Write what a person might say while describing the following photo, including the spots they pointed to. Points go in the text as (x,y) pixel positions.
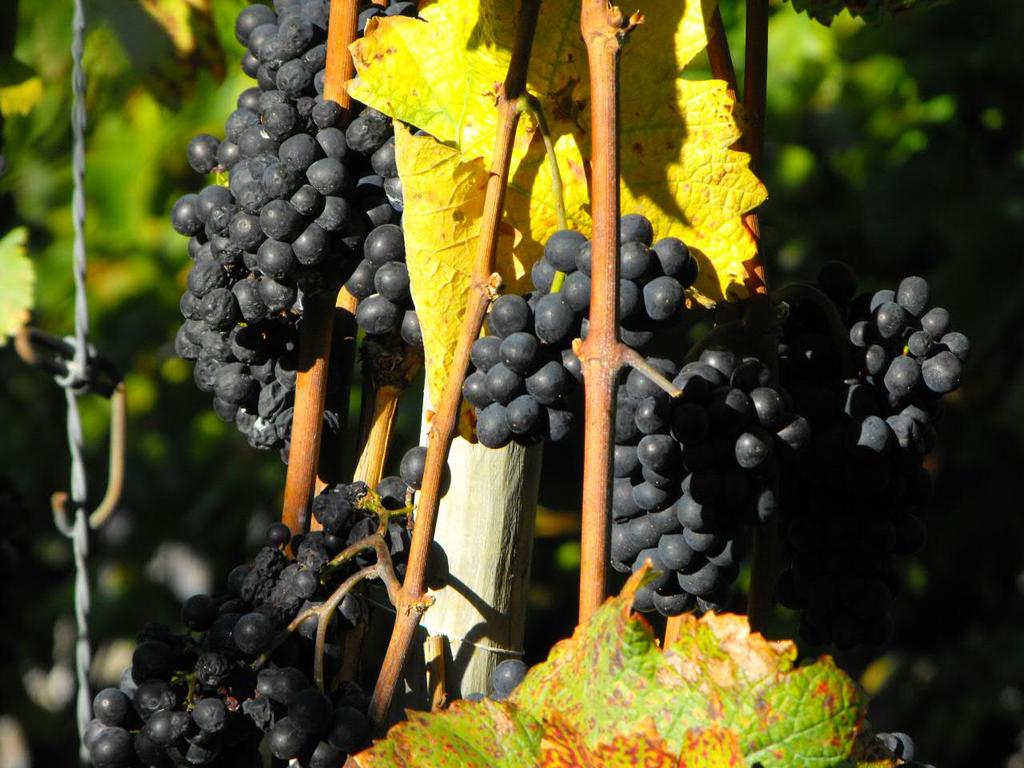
In the picture we can see many bunches of black grapes (242,758) to the plant (374,762) and near it, we can see leaves (388,737) and beside it, we can see a fence wire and in the background (264,518) we can see which plants (142,227) are not clearly visible.
